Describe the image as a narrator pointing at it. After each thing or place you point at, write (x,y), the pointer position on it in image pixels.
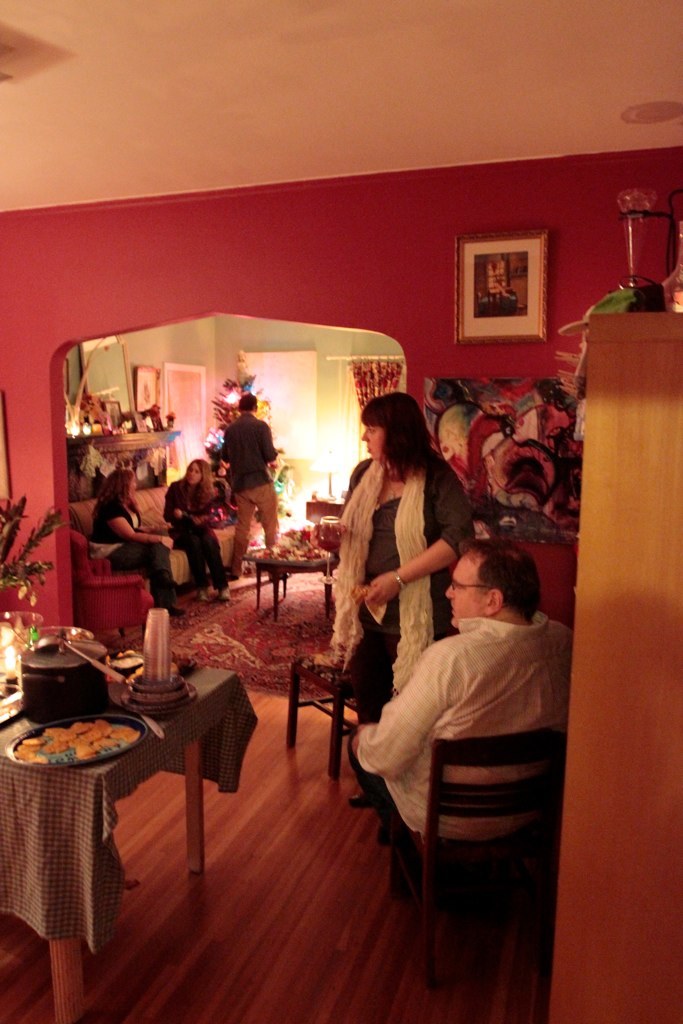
This picture is clicked inside a room (262,901). There are people (355,801) sitting on chairs (134,583) and couch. To the left corner (49,760) there is table (39,767) and on it there is plate (112,755), food (105,737). candles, flower vase (11,527) and glasses (168,642). There are picture frames (459,430) hanging on wall (214,407). In the background (222,410) there is a Christmas trees (225,400) and curtain (381,361).
